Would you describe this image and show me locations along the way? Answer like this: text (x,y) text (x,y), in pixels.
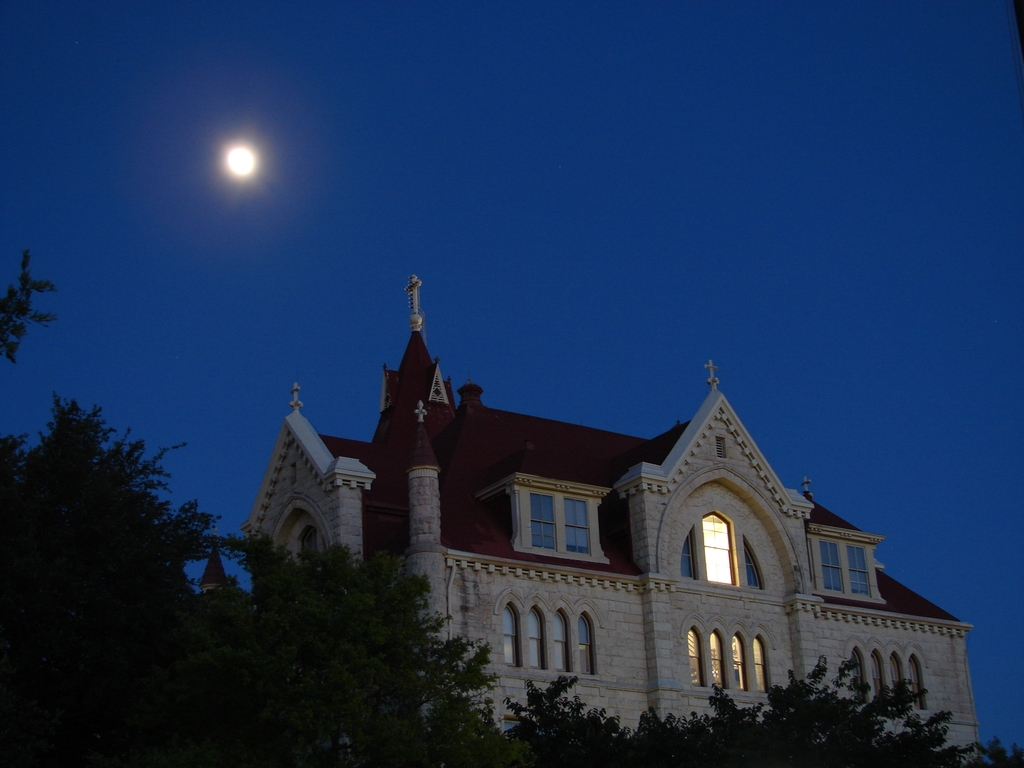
In the foreground of the picture (257,686) there are trees (480,710) and a cathedral (628,548). In the sky (172,195) it is moon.
